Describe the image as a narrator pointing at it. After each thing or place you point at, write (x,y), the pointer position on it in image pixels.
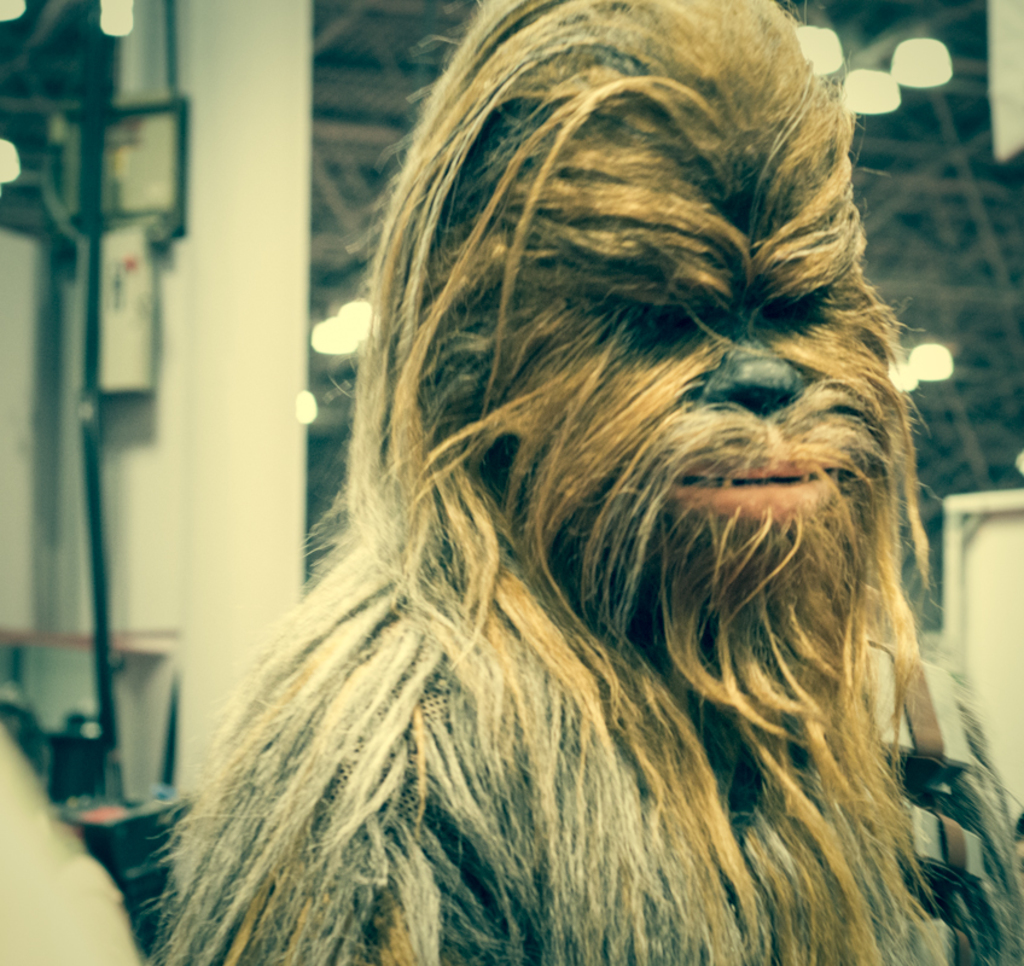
Here we can see chewbacca (634,151), star wars character (634,404). In the background (34,669) there is a wall (14,595), poles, lights (6,165) and some other objects (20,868).
